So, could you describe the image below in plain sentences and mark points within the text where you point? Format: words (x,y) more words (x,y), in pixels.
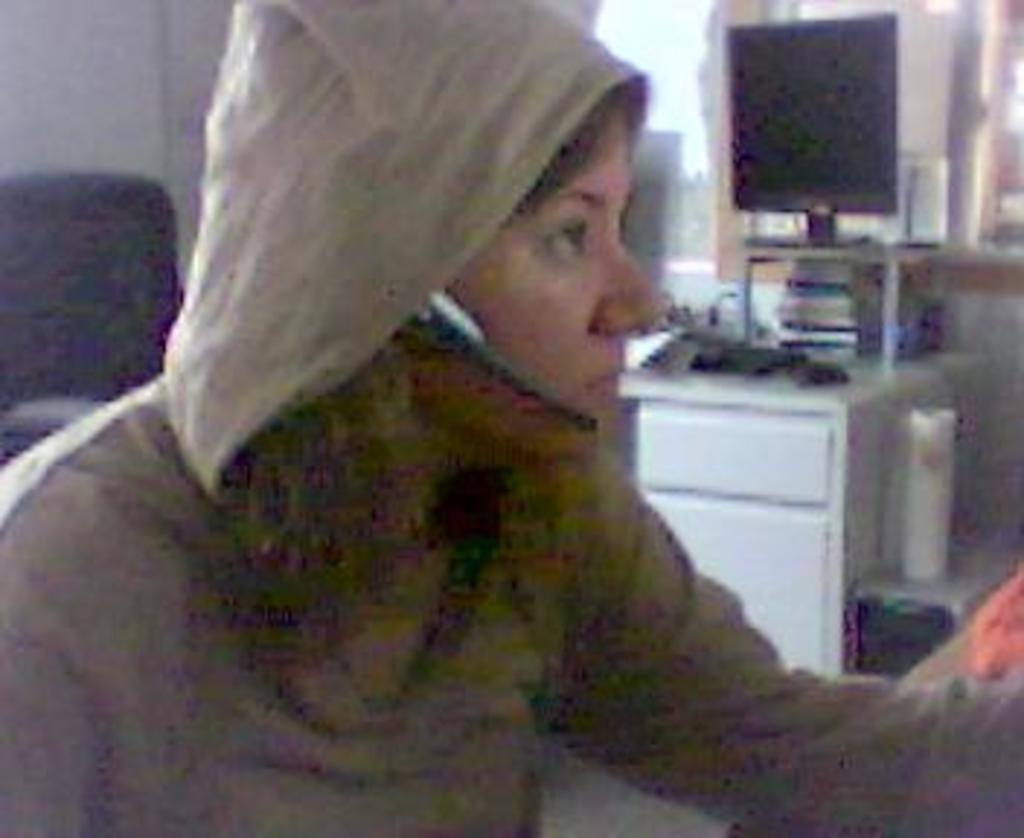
In this picture we can see a person (498,621) and in the background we can see a wall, monitor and some objects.
